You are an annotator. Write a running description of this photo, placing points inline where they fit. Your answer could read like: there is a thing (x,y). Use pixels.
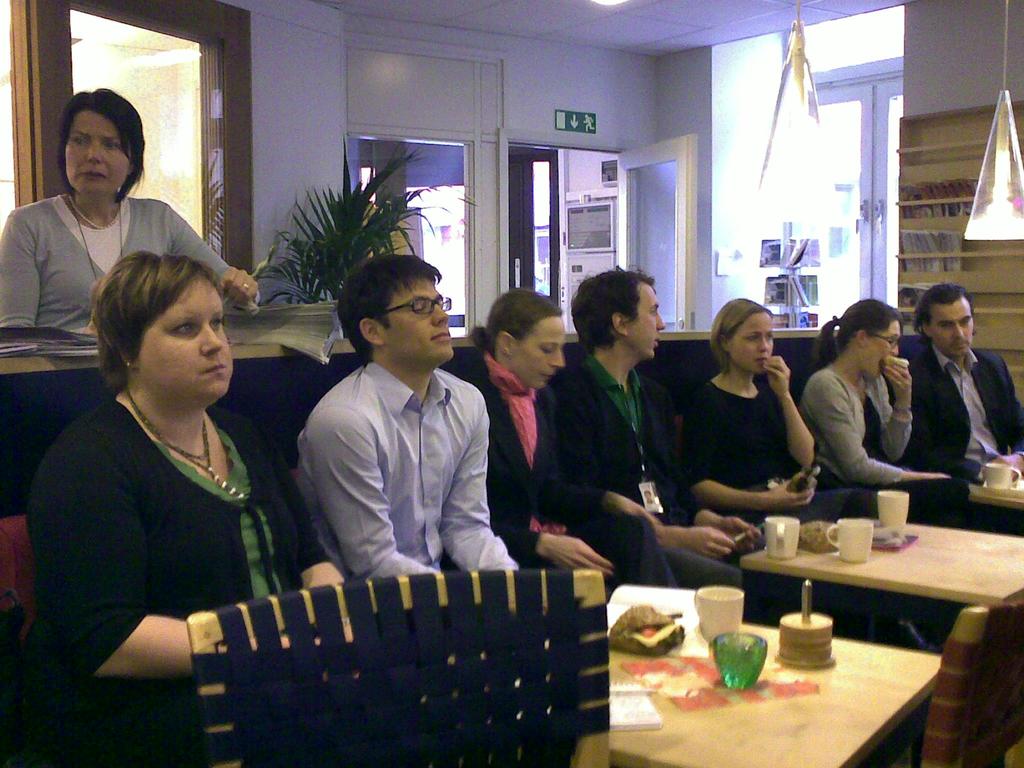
In this picture, we see four women (252,446) and three men (928,376) are sitting on the chairs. In front of them, we see the tables (778,663) on which glasses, cups (737,594), plate (693,626) containing food item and papers (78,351) are placed. Behind them, we see a woman (135,171) is standing. Beside her, we see the plant pot (340,240). Behind her, we see the glass windows (457,175). Beside that, we see a glass door (659,202) and a wall (669,90). On the right side (871,145), we see a board (961,175) and windows (841,177). We even see lamps (799,102).
